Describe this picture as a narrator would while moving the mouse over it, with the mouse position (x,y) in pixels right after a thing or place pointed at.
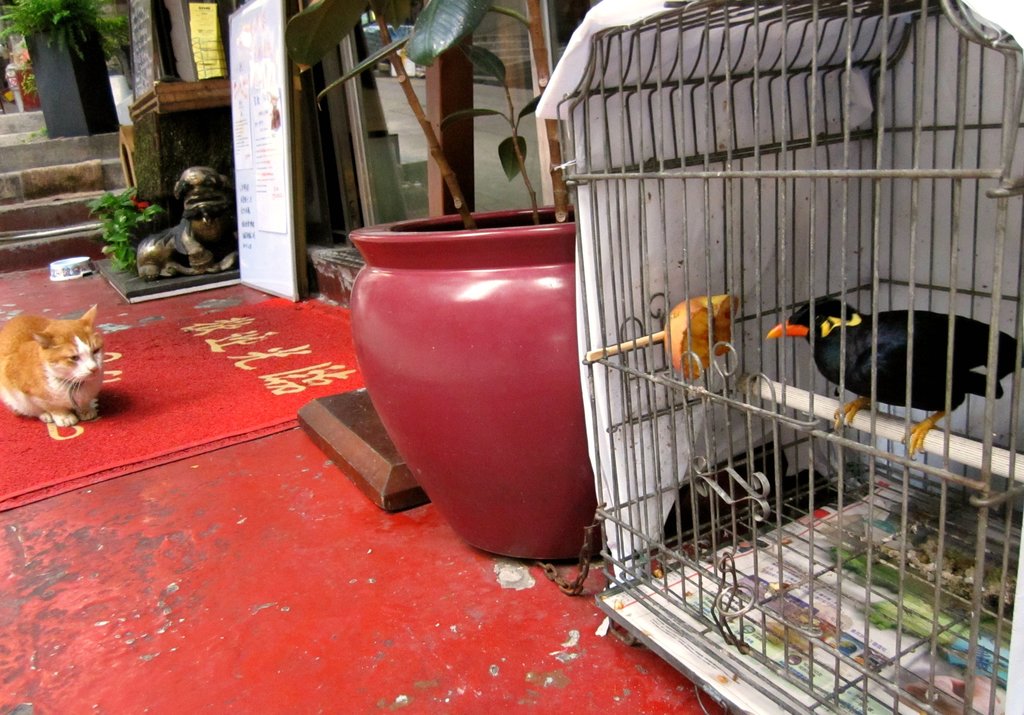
On the left (52,415) there is a cat (43,406) which is sitting on the red carpet (109,365). In the center (395,341) we can see pot (467,265) and plants (560,208). On the right (877,367) there is a bird (891,322), who is standing inside the cage (910,461). In the background (275,43) we can see banner (281,111) and board (279,176) near to the door (406,161). At the top left corner (107,36) we can see stairs (94,163) and plants (32,11).
